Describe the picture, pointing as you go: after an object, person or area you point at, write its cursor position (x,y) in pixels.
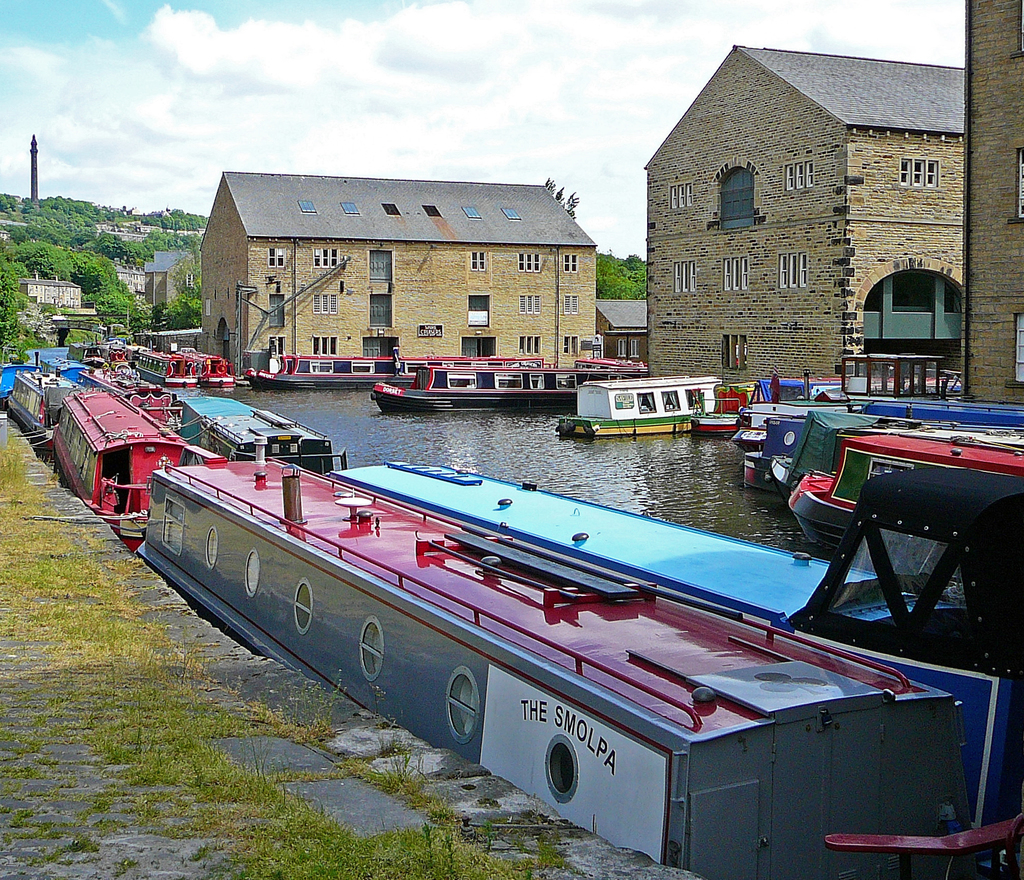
In this image I can see the ground (160,737), some grass (122,709) on the ground (105,684) and few boats (374,615) on the surface of the water (654,481). In the background (825,329) I can see few buildings (466,280), few trees (23,212), few windows (386,270) of the buildings (858,292), a tower (38,161) and the sky (335,114).
